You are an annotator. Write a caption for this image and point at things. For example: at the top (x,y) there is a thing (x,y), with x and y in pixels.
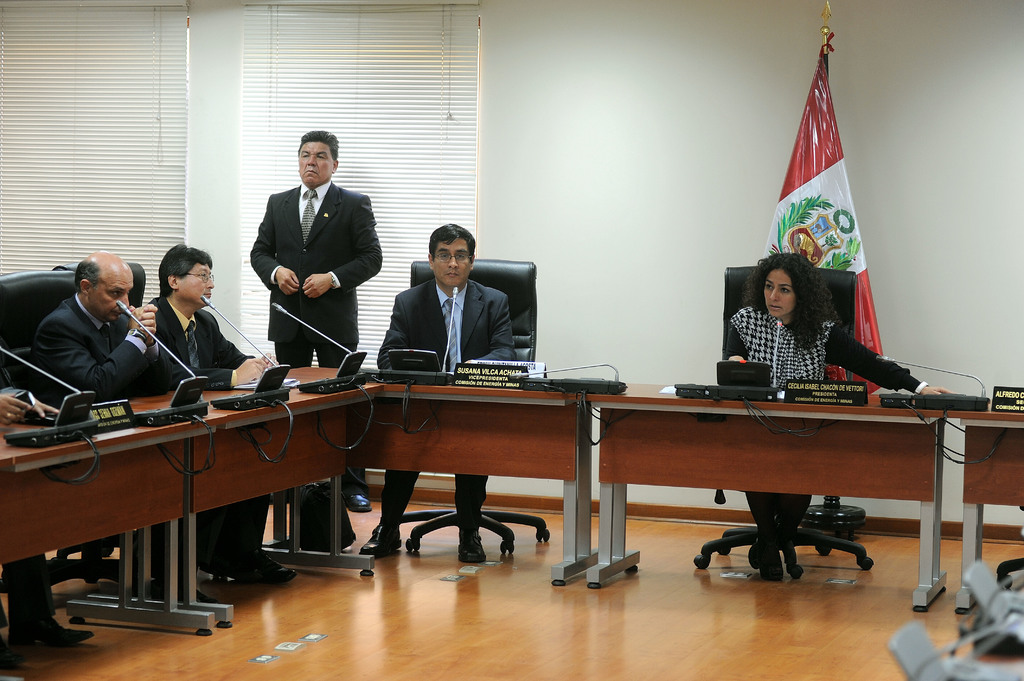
This picture shows some of the people (411,318) was sitting in front a table (431,424) in their respective chairs (529,331). One of the guy (319,272) is standing in the background (309,280). On the table (297,416), there is a device (326,381) and a microphone (264,353) here. There is a woman (752,358) in the group (744,344). In the background (801,216) there is a flag (797,170) and a wall (632,166) here.
